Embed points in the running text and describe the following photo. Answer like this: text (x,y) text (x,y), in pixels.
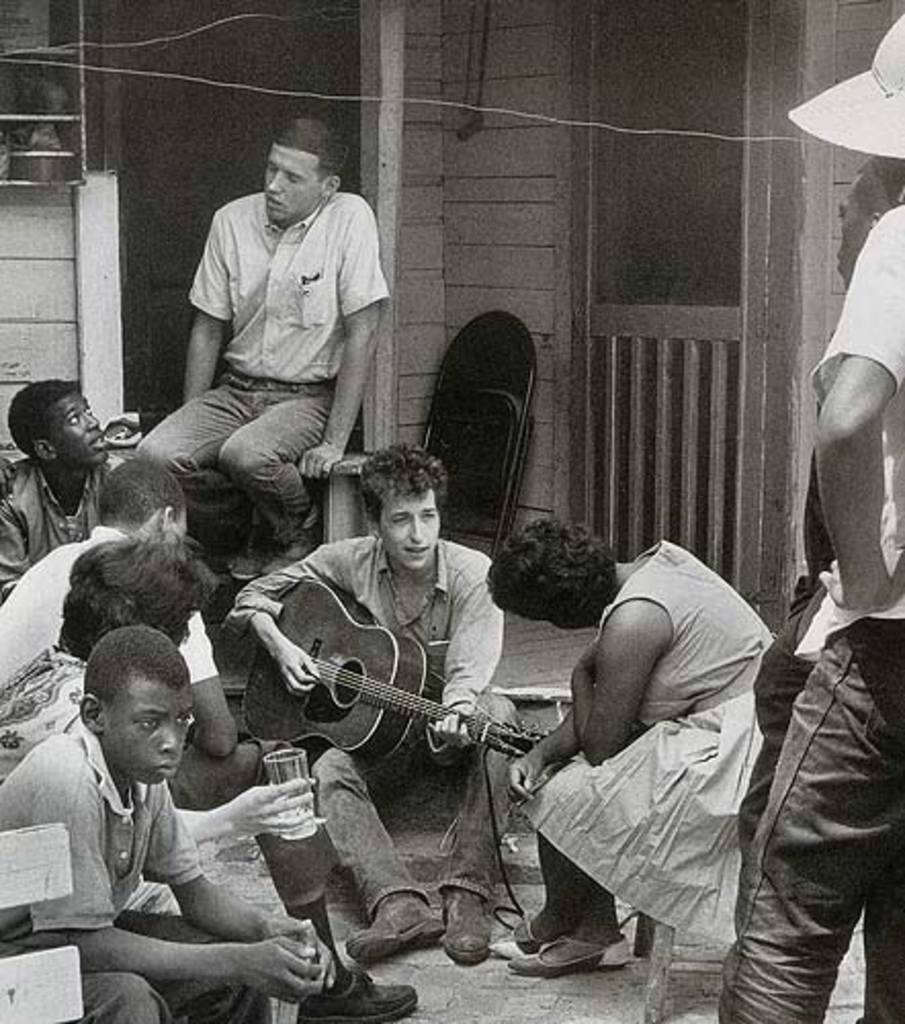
In this Image I see number of people (325,351) in which few of them are standing and rest of them are sitting, I can also see this man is holding a guitar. In the background (494,368) I see a chair (479,406) and the wall (449,78), I can also see this person (308,860) is holding a glass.
